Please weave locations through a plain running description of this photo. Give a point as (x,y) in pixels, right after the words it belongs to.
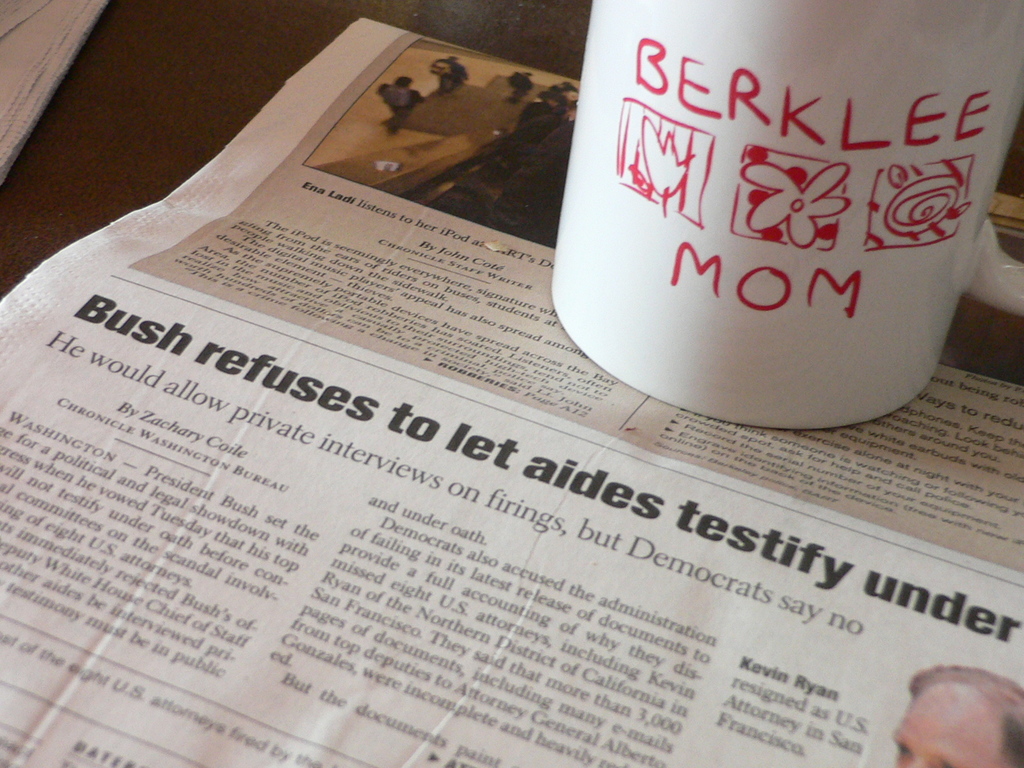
In this image there is a cup (663,184) on the newspaper (432,200) having few images (433,169) and some text (488,320). The newspaper (388,343) is kept on the table (133,134). Right bottom of the image (948,697) there is an image (931,688) of a person (944,722). On the cup (756,243) there is some text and few images (752,203) painted on it.
